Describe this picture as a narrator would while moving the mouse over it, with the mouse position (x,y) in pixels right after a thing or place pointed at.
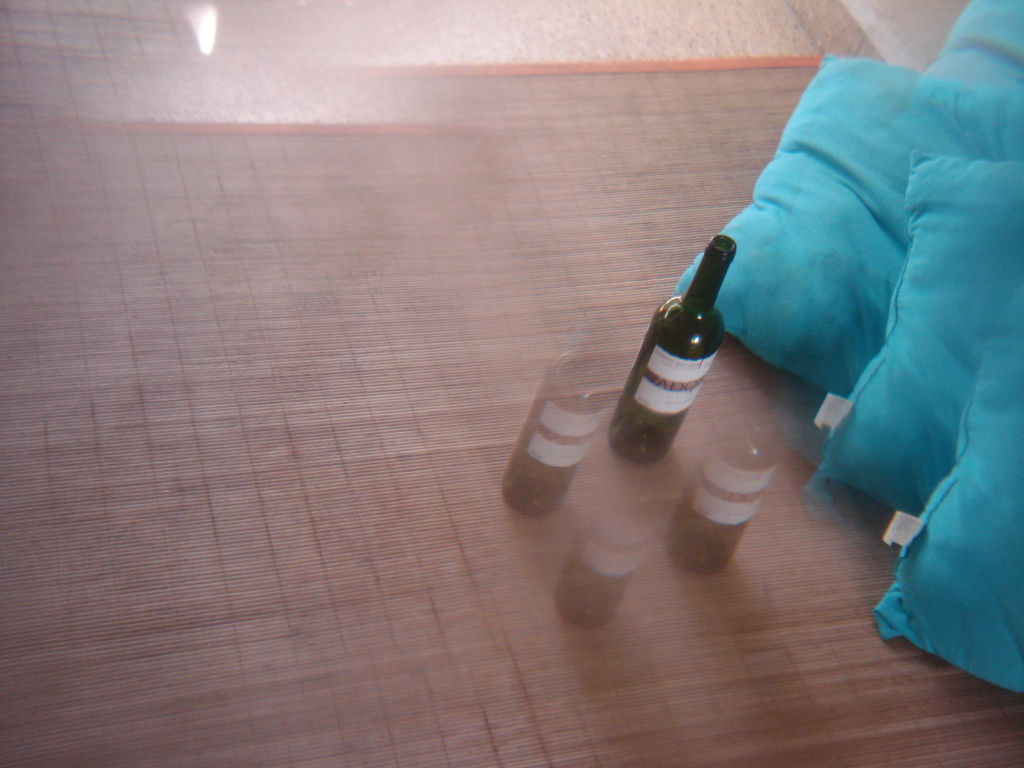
We can see bottles (692,348) and pillows (753,255) on the mat (437,166). This is floor (495,40).
